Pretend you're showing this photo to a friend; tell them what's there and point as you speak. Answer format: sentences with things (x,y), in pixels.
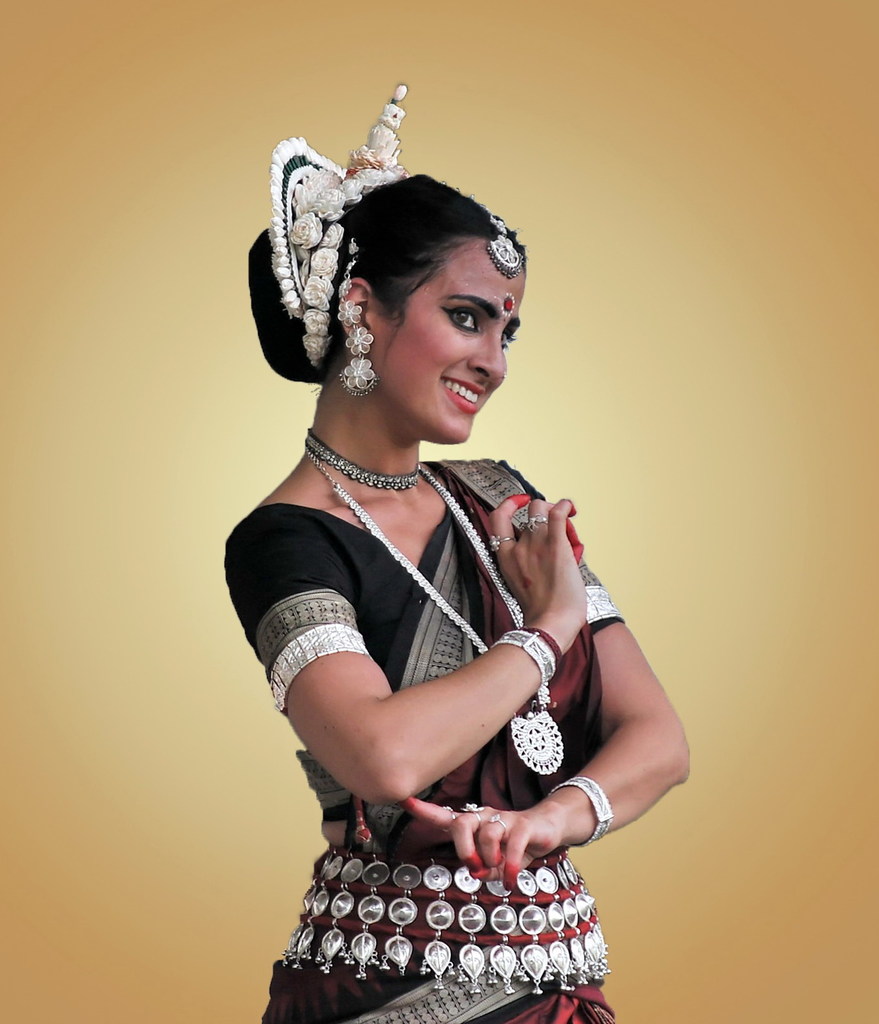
In this picture we can observe a woman (448,709). She is wearing a black color dress (411,587). We can observe a necklace (427,583) in her neck (370,464). She is smiling. The background (90,840) is in cream color.
